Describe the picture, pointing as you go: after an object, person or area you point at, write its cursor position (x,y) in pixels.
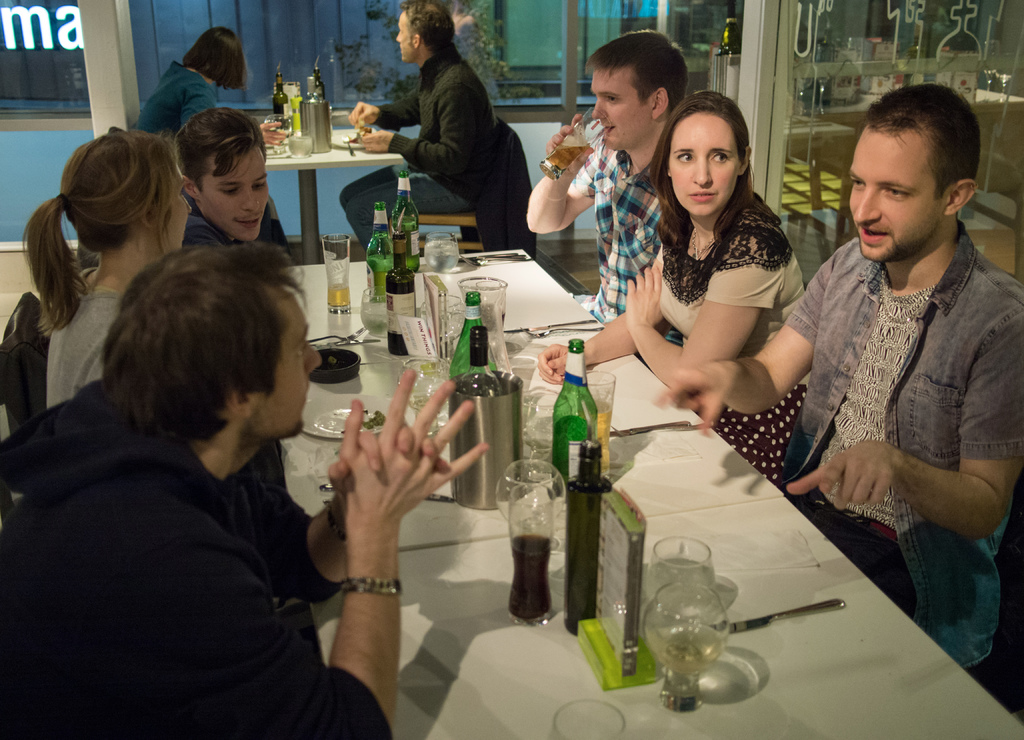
There are group of people (206,171) sitting here on the chair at the table (410,599). On the table (406,715) we can see water bottles (456,364), wine bottles (471,373), glasses (672,686).
